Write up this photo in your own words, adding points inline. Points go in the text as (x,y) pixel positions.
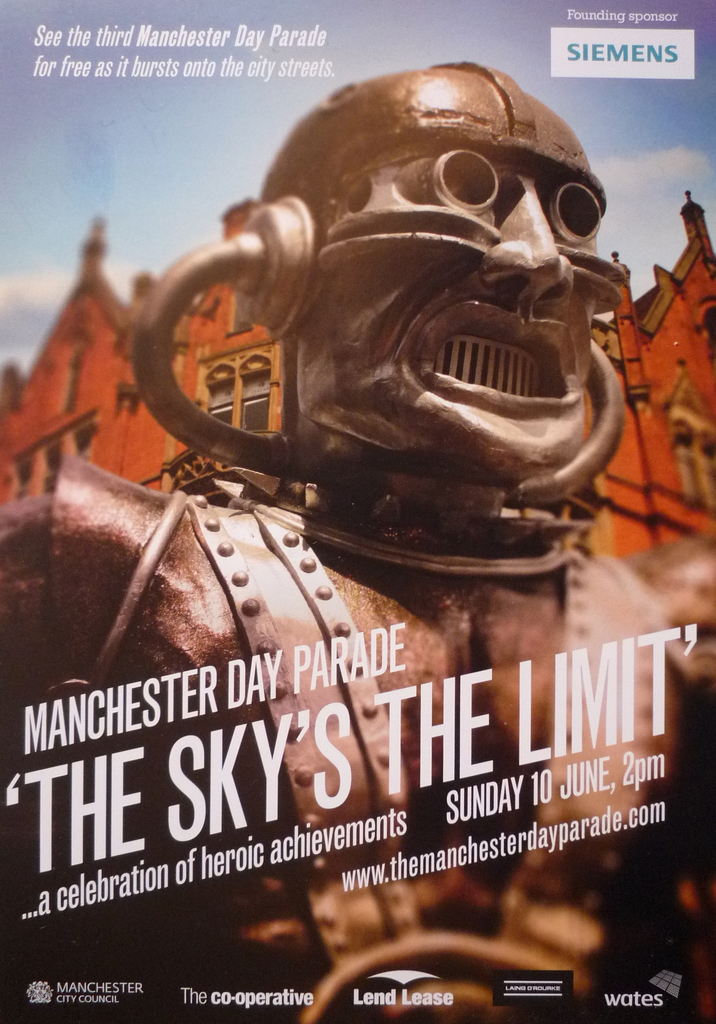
In this image I can see a poster (473,624) in which I can see a costume (372,680) made up of metal (420,666) of a person (433,472). In the background (43,428) I can see few buildings (205,392) which are brown in color and the sky (253,136). I can see few words (233,789) written on the poster (319,743) with white color.
